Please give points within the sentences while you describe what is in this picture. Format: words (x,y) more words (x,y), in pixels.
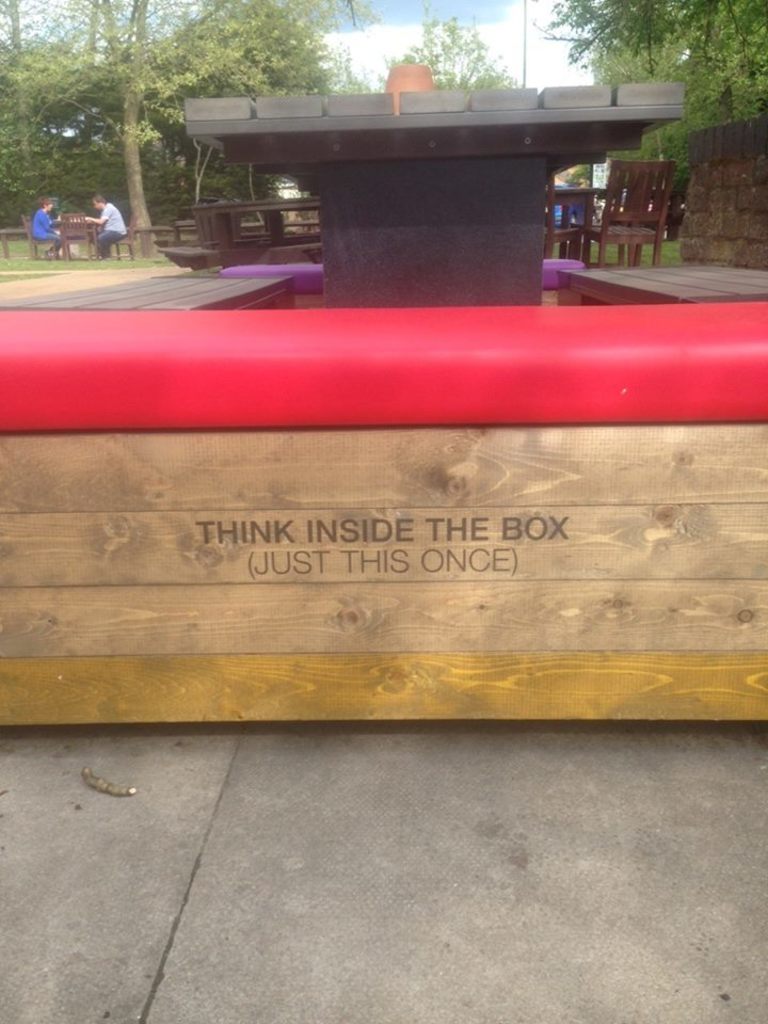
Here in the front (480,420) we can see a wooden box (48,454) present on the ground (760,747) over there and behind it we can see a table (377,223) on couple of benches (585,280) present on either side and in the far we can see people (36,229) sitting over there on chairs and benches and we can see trees (175,105) and plants (83,156) present all over there and we can also see clouds (399,52) in the sky (374,45).
